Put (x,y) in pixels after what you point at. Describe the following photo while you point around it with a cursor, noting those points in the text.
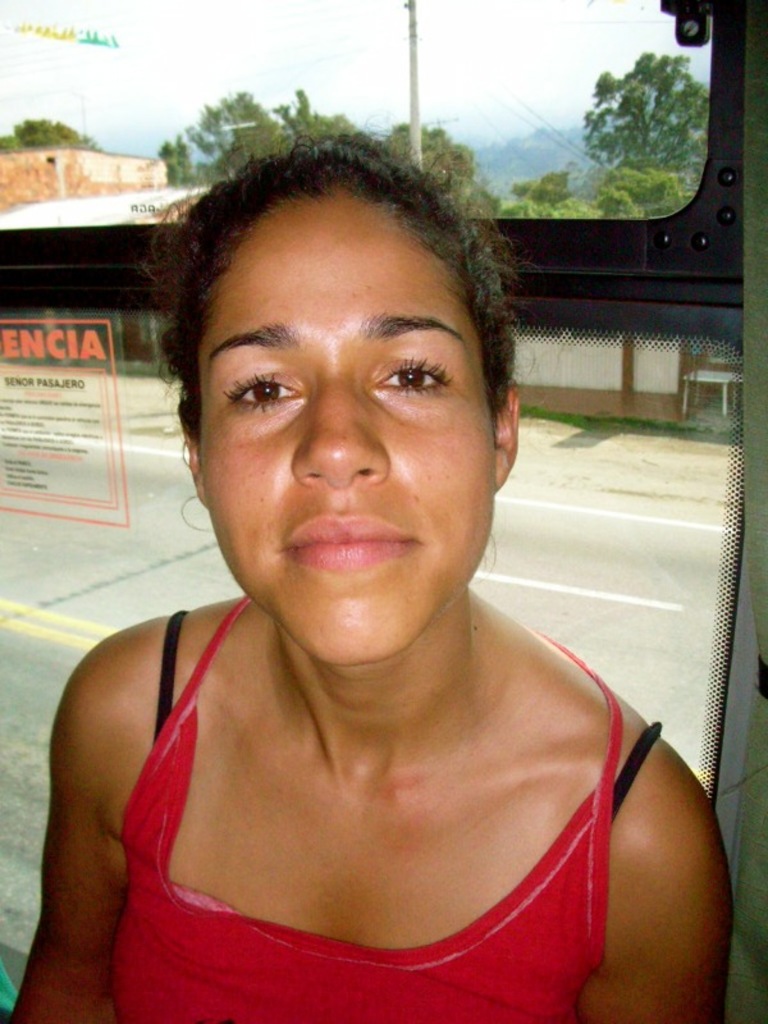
In this picture we can see a woman (142,701) smiling and at the back of her we can see a glass (47,482) with some text (34,343) on it, table (713,375), road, grass (635,426), trees (426,143), pole (412,62), building (117,163), wall (52,160) and in the background (255,21) we can see the sky (407,77).
